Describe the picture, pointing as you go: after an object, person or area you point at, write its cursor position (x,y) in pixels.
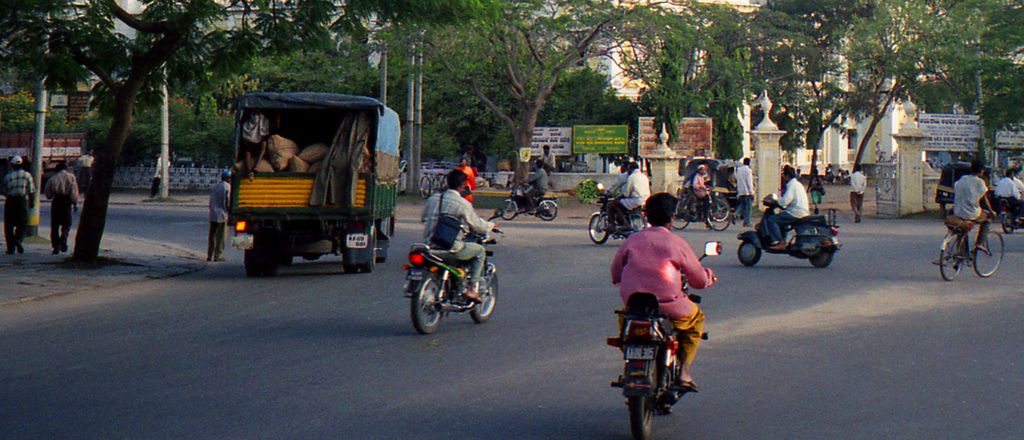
Some bikes (434,285) and few vehicles (68,152) are passing on a road (510,253). Some people (64,165) are walking by the side of the road (44,237).
